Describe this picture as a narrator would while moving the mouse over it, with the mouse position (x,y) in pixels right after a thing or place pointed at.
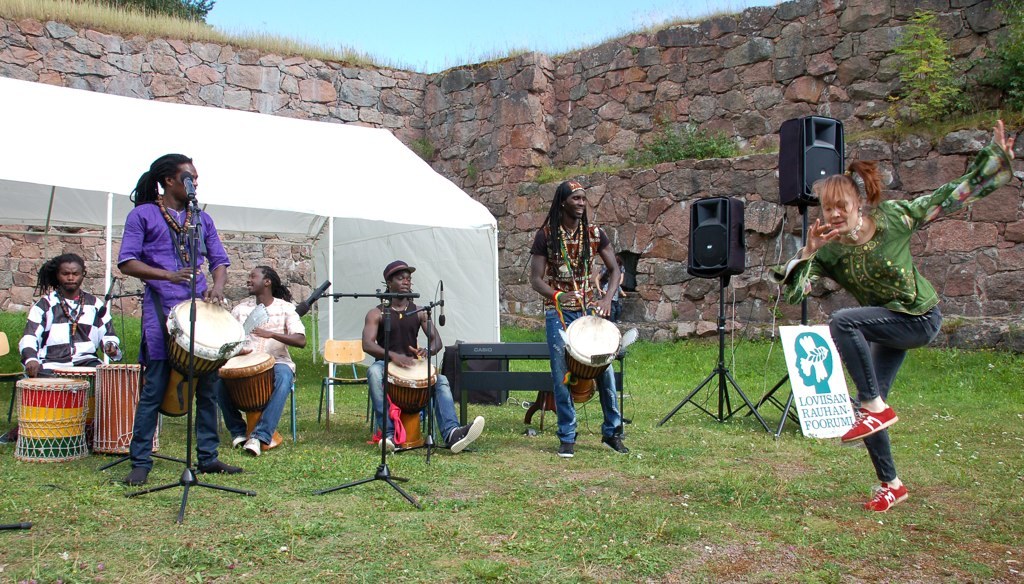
In the image we can see few persons (593,276). Three persons (400,341) were sitting in front (385,368) we can see microphone (416,297). And the three persons (839,273) were standing and the right the woman (876,256) she is dancing. And rest of the persons (146,261) were holding musical instruments (568,335). And coming to back we can see wall (192,49), sky (438,12), tree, grass (183,21) and tent (249,157).
